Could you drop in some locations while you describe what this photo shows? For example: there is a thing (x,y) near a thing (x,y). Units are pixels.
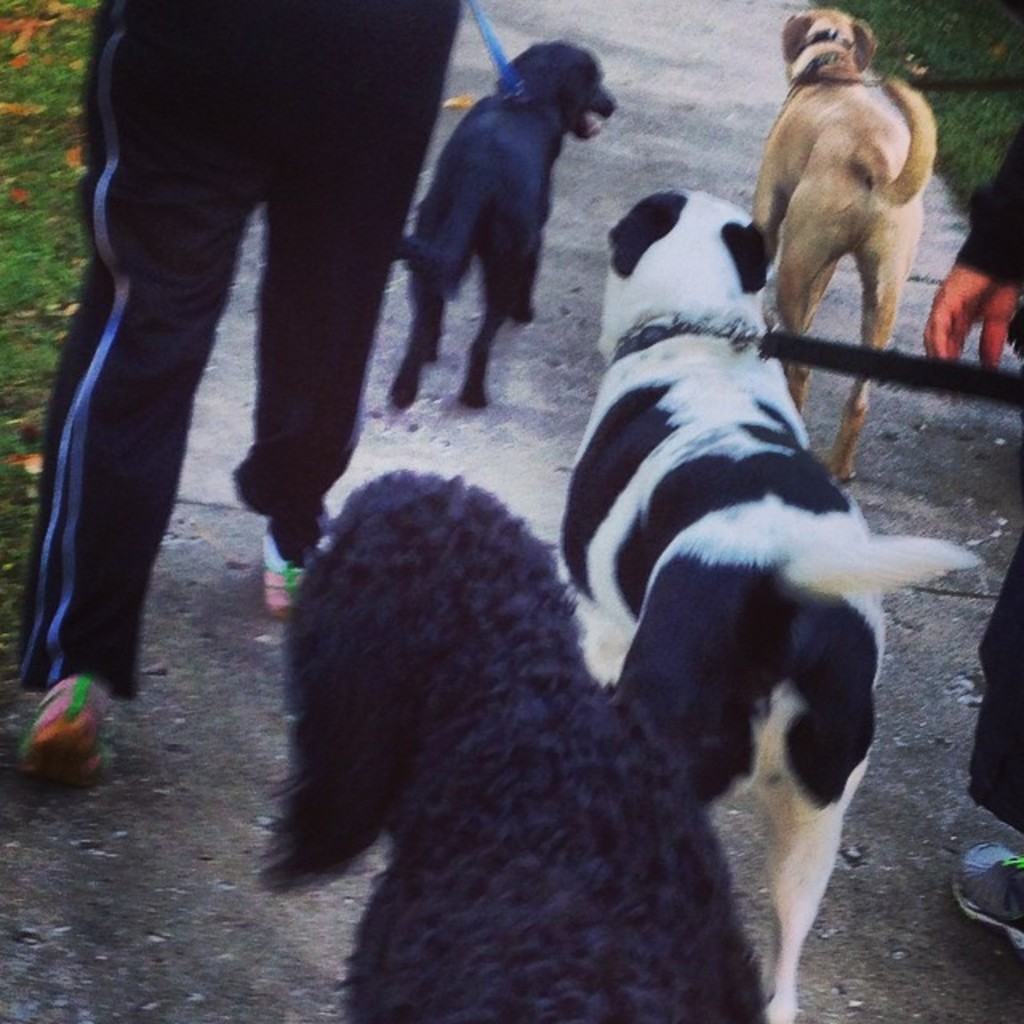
In this picture we can see few dogs (594,477) and group of people (302,118), on the left (26,47) and right hand side of the image (960,126) we can find grass (970,103).
